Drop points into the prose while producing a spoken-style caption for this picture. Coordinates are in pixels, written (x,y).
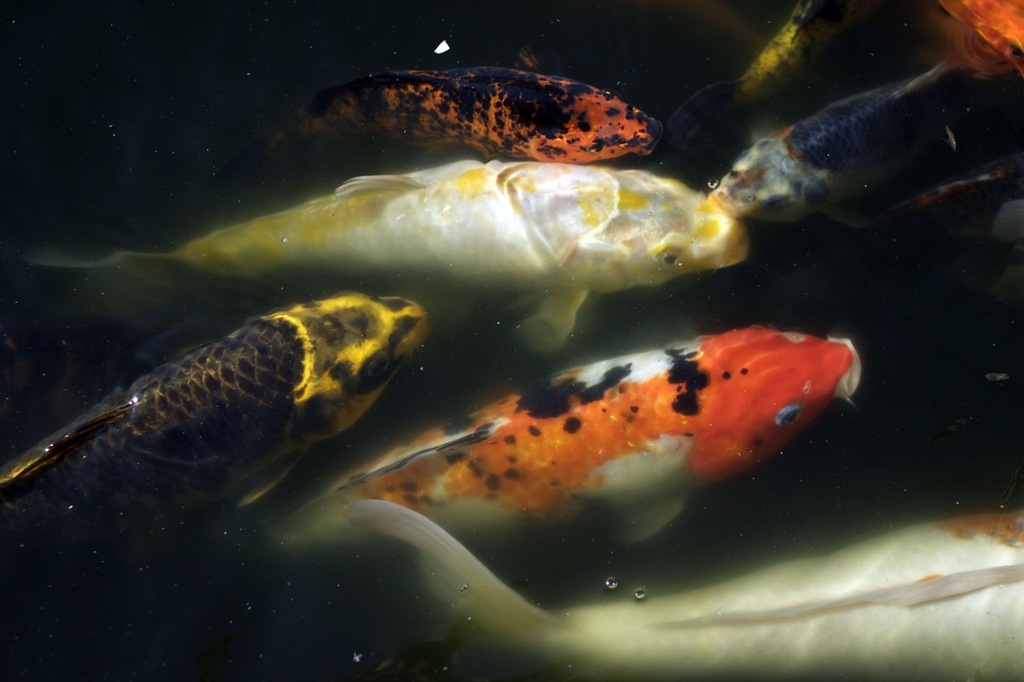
In this image I can see a fishes (574,390) in water (582,522). They are in different color.
